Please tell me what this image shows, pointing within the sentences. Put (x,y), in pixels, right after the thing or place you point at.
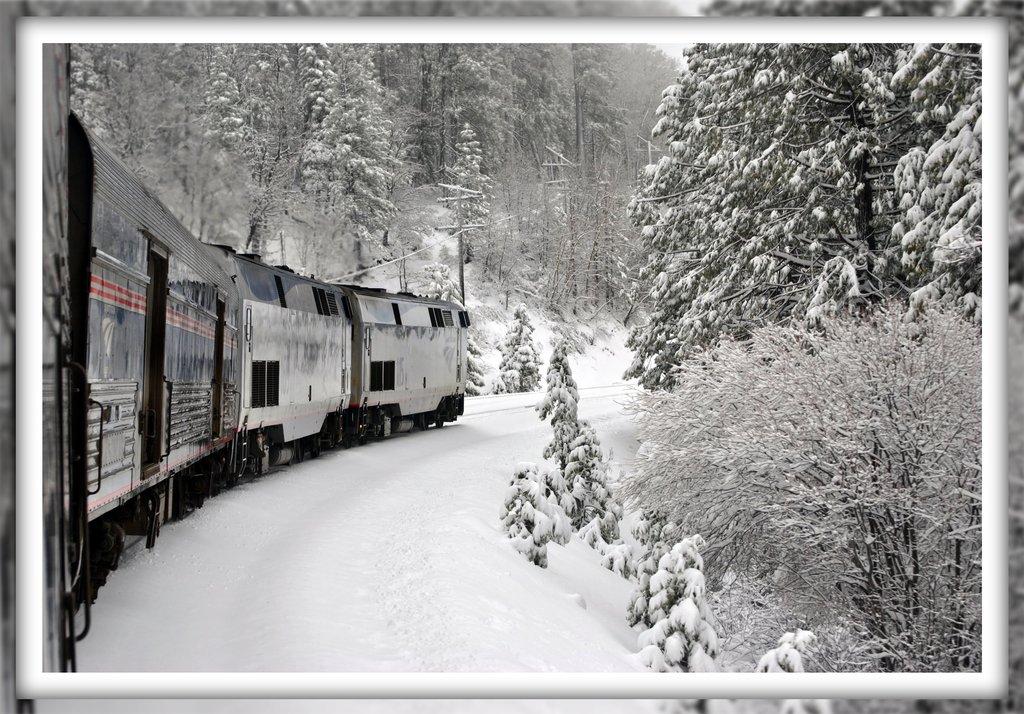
In the image we can see there is a train (353,377) standing on the railway track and the ground (405,503) is covered with snow (231,502). There are lot of trees (534,302) which are covered with snow (658,542).
